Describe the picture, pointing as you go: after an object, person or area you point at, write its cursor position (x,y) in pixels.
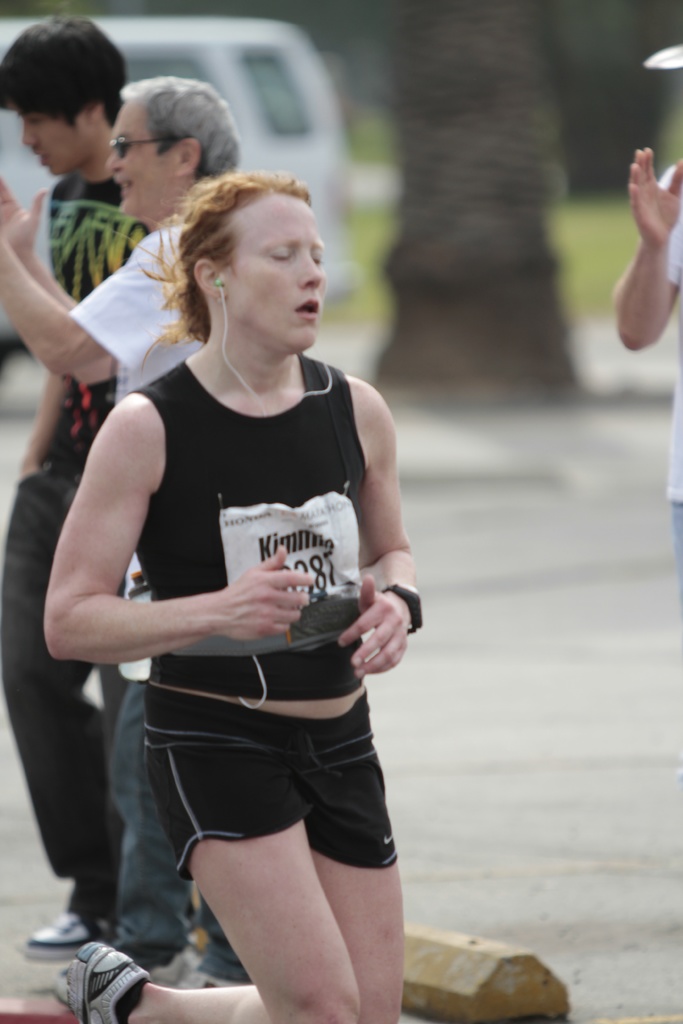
In this image in the foreground (284,473) there is one person (302,482) who is running, and in the background (89,210) there are three people (662,267), vehicle (232,75), tree (473,203) and grass (586,289). At the bottom (509,894) there is road (507,853) and some objects (483,971).
